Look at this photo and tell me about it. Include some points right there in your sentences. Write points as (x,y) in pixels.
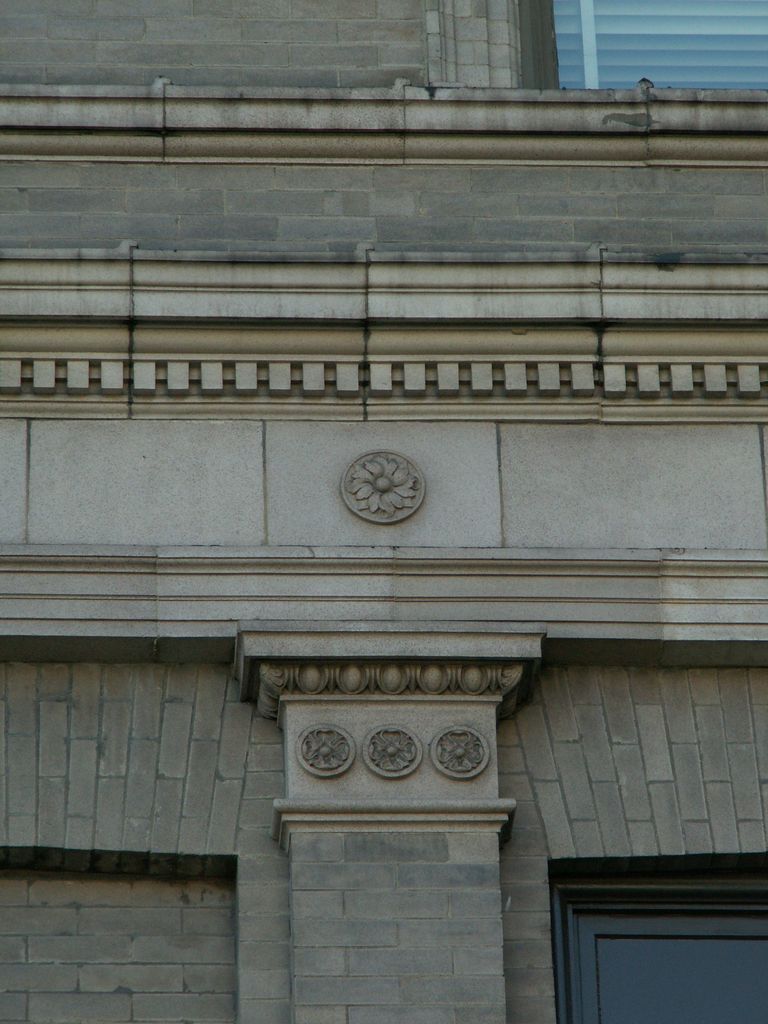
In this image I can see the building (332,480) and I can also see the window (699,978) and the window blind (629,56).
